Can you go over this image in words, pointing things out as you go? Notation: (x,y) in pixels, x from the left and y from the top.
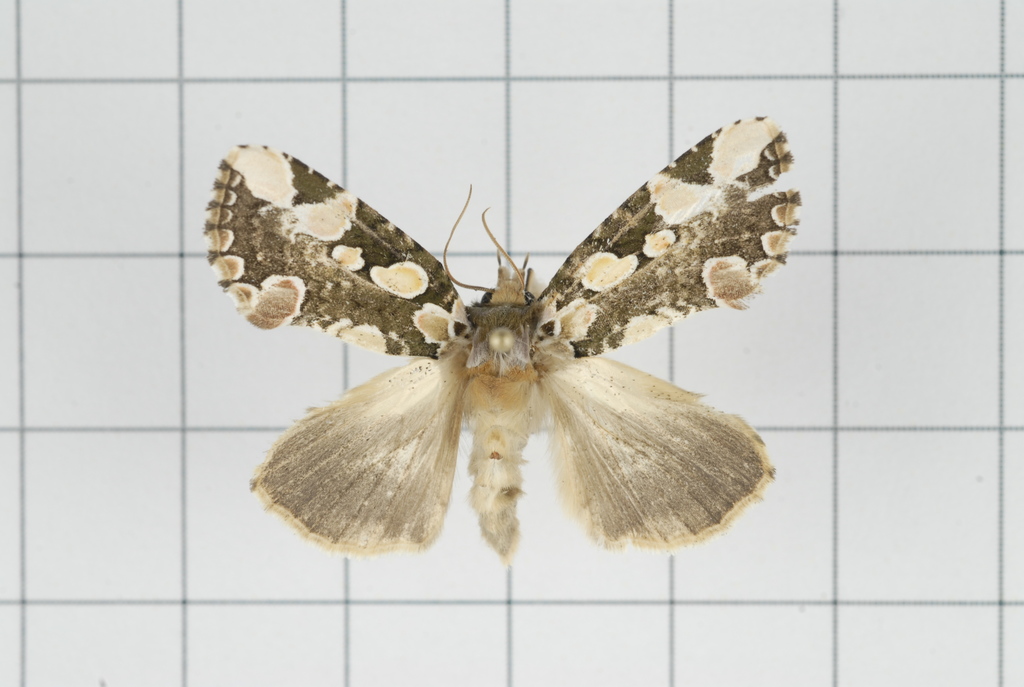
This picture is mainly highlighted with a moth (632,388).
